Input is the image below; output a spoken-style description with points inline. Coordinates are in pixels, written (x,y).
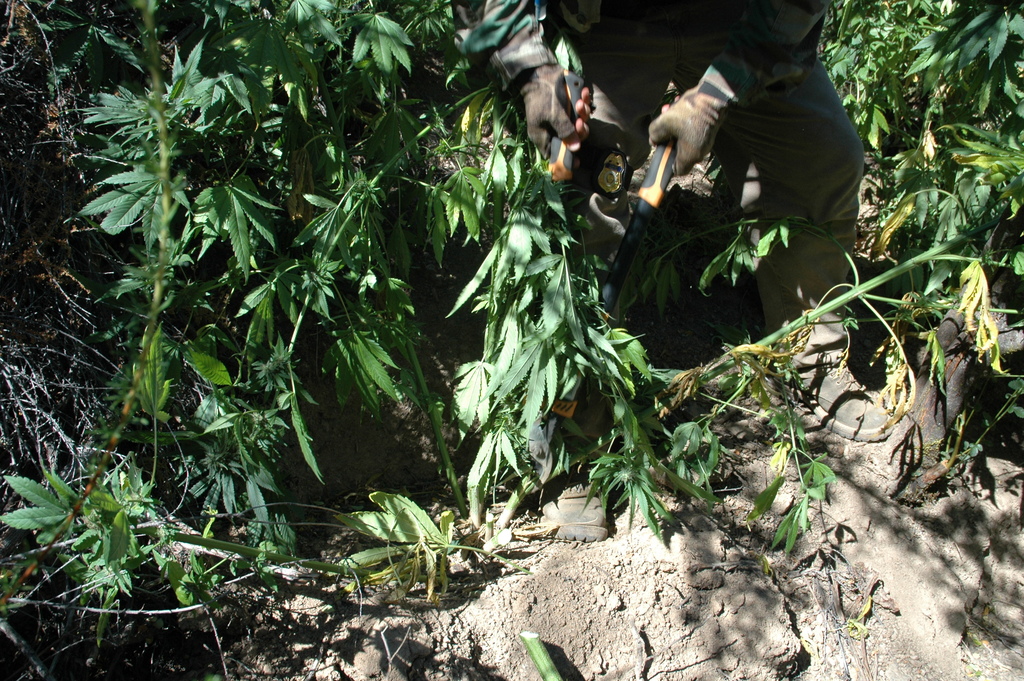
In this picture I can see there is a man (789,200) standing and he is wearing gloves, shirt (686,0), pant (745,123) and a shoe (825,398). He is holding a scissors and is cutting the plants (603,443). There are few plants (350,353) at right (954,245) and left sides.
